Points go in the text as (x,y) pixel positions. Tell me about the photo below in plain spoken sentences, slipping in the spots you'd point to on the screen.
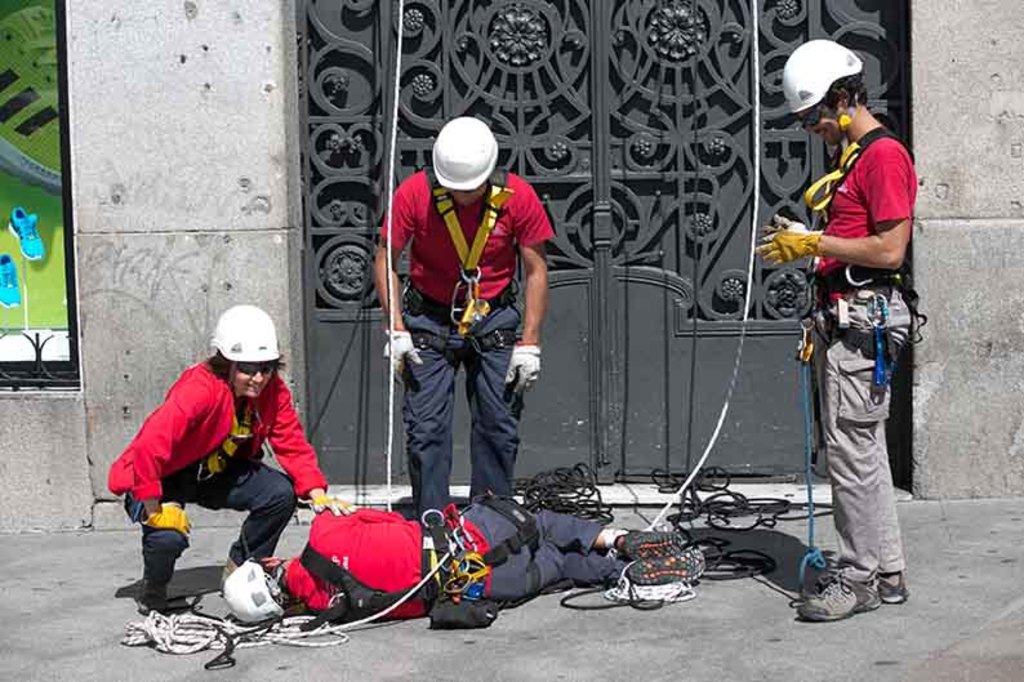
In this picture we can see a person (593,528) lying on the ground (617,518). There are 3 other persons (484,291) standing or crouching and looking at him. They are wearing safety belts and helmets (474,121).
